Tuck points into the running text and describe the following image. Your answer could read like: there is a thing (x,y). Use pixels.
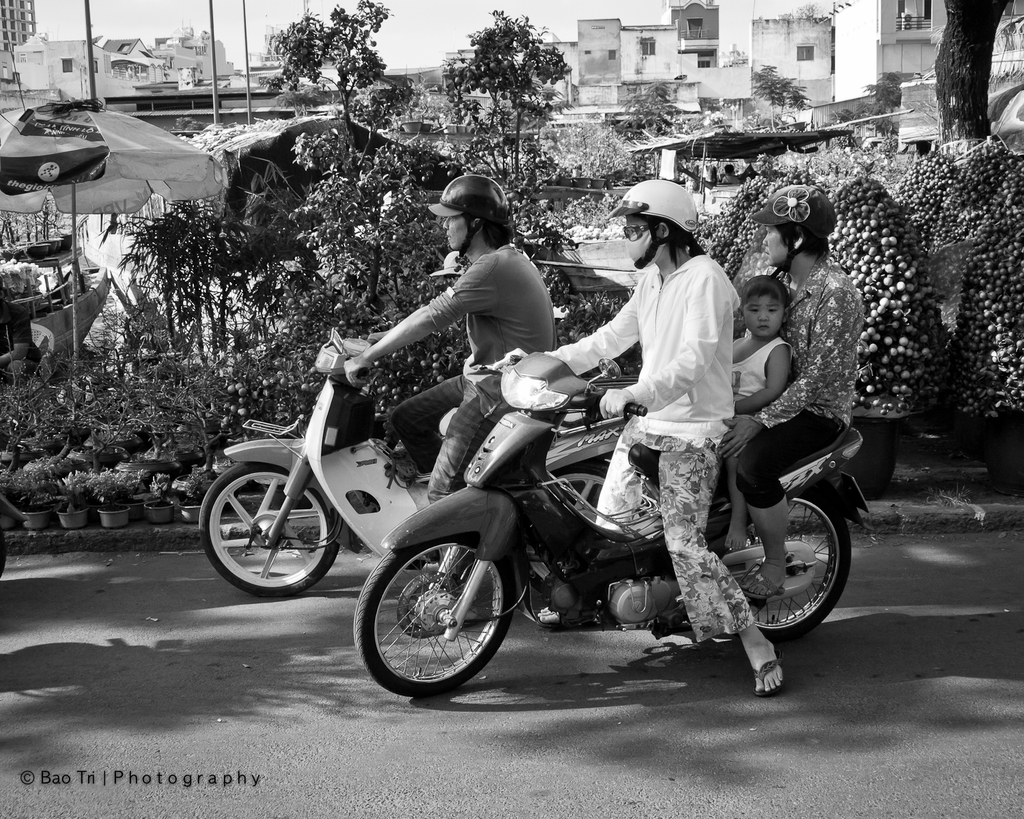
It is a black and white picture where there are four people (794,337) sitting on their bikes (587,551) on the roads (313,704) and behind them there are trees (902,268) and big buildings (797,82) and coming to the left corner of the picture (29,173) there is one umbrella (103,190) under that there are small plants (53,479) and there are three people (686,437) sitting on their bikes (579,453) and wearing helmets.
